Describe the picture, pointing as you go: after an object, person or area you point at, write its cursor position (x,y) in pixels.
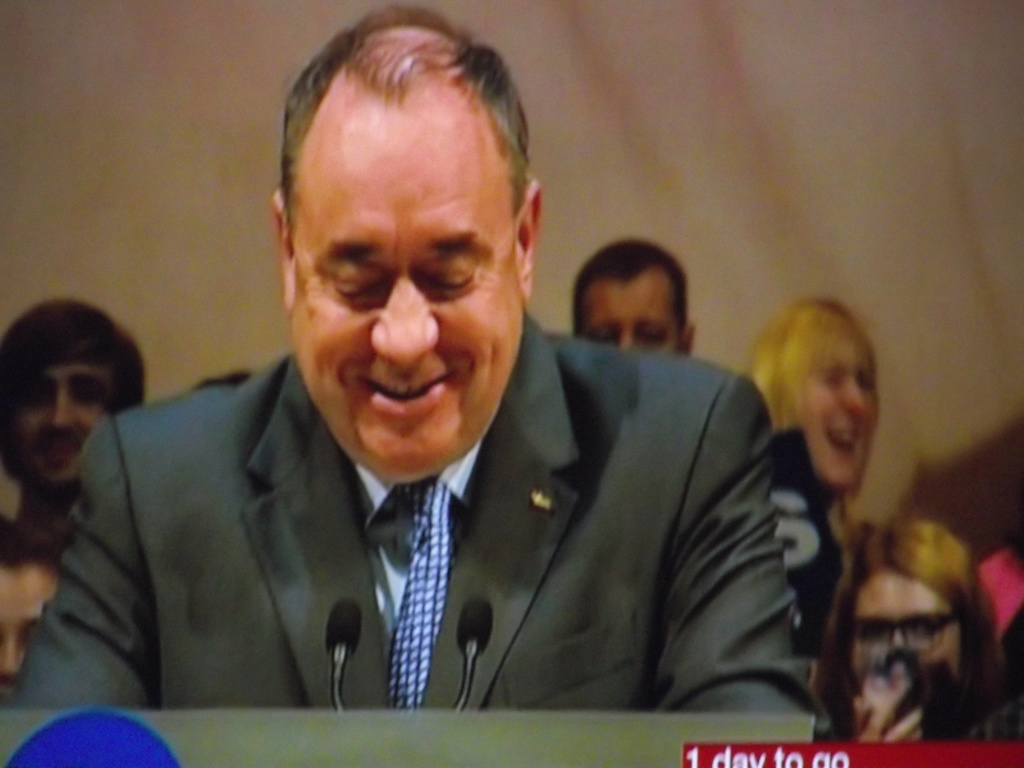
In the center of this picture (369,311) we can see a person (605,474) wearing suit (541,461), smiling and in the foreground (635,738) we can see the microphones (483,646) and a podium (459,722). In the background (88,434) we can see the group of people (855,395) and some other objects (877,288). In the bottom right corner (695,757) we can see the text (786,757) and number (694,752) on the image.
